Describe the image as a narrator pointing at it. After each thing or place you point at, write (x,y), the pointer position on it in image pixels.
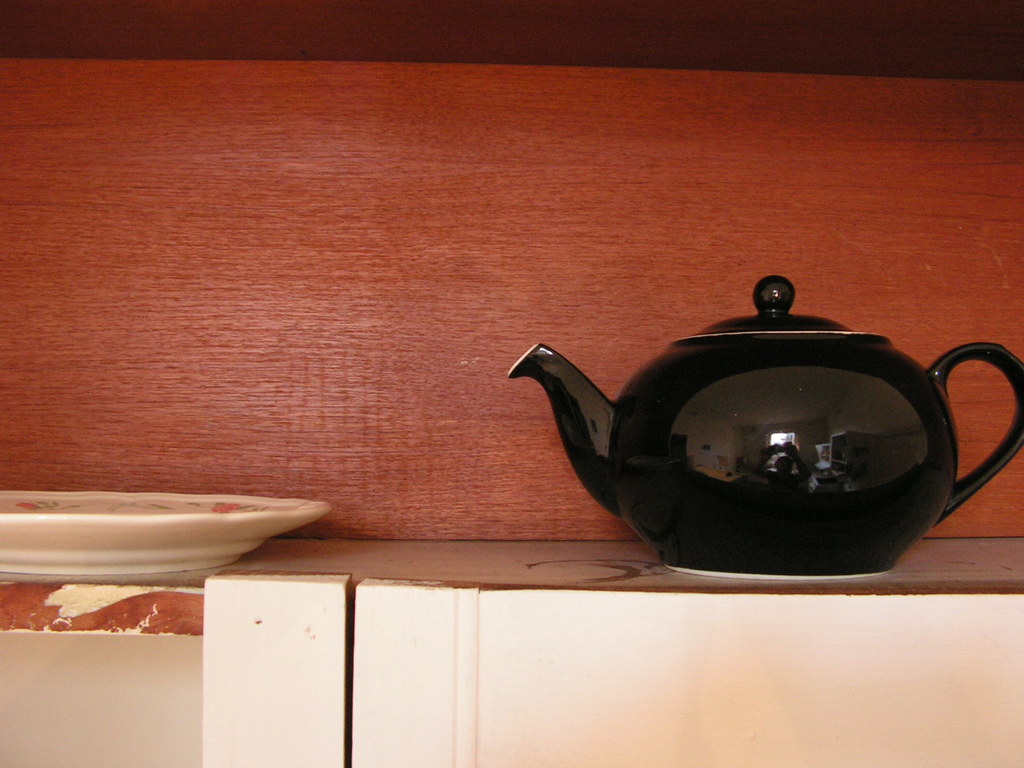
In this image we can see a pot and a plate (50,571) on the table (81,589) and also we can see the wall (189,228).
